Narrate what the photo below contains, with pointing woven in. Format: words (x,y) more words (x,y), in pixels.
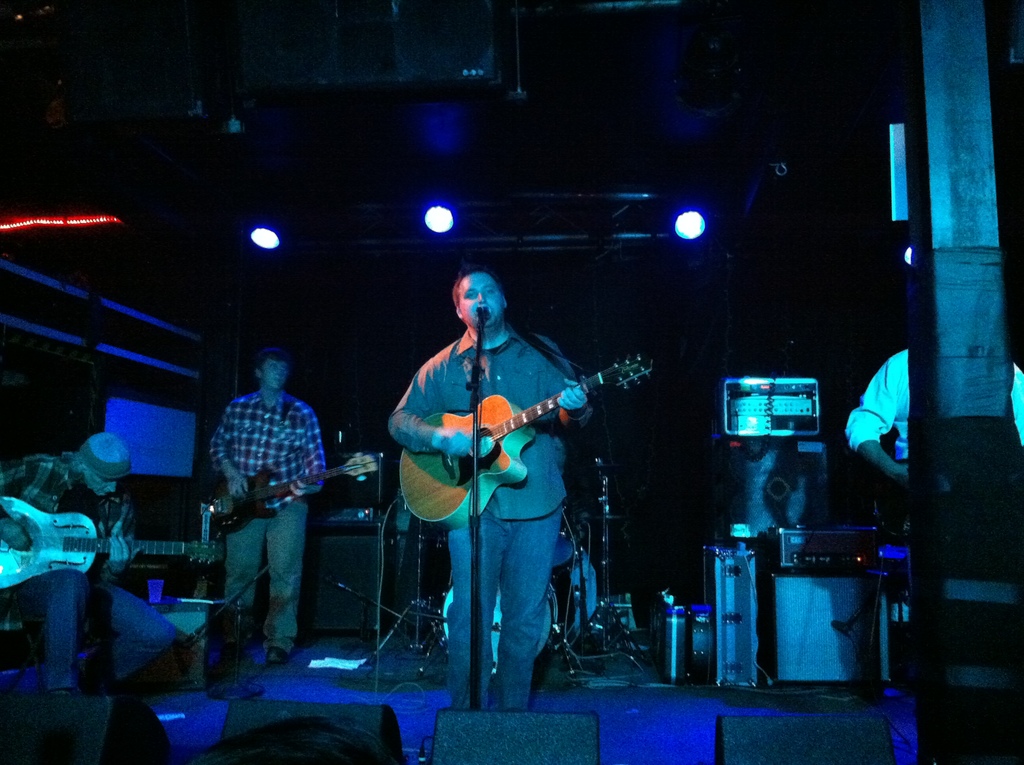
This image is taken in a room (799,172). There are four people (498,653) in this image. In the left side of the image (60,523) a man (119,467) is sitting and playing a guitar (55,547). In the right side of the image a man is standing. In the middle of the image (465,272) two men (486,658) are standing and holding the guitars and playing a music and singing in a mic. At the top of the image (65,221) there were lights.
